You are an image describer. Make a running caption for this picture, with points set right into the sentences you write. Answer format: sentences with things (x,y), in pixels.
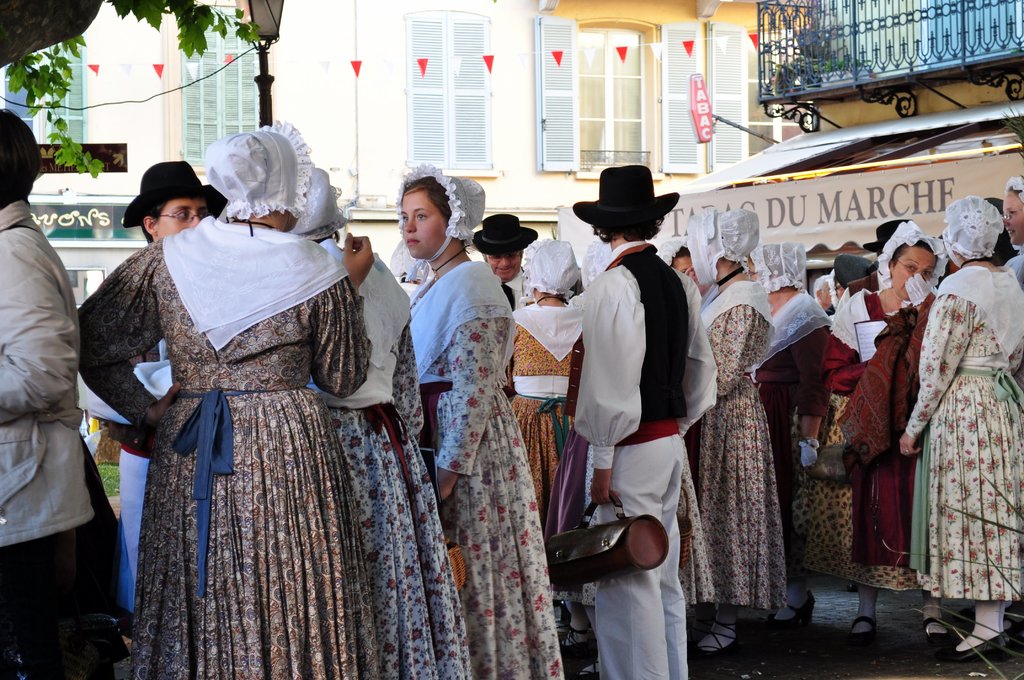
In this image, we can see a group of people (777,418) standing. In the background (213,38), we can see street lights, building (851,82), metal grill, hoarding (829,201), glass window (627,91), plants (42,7).
